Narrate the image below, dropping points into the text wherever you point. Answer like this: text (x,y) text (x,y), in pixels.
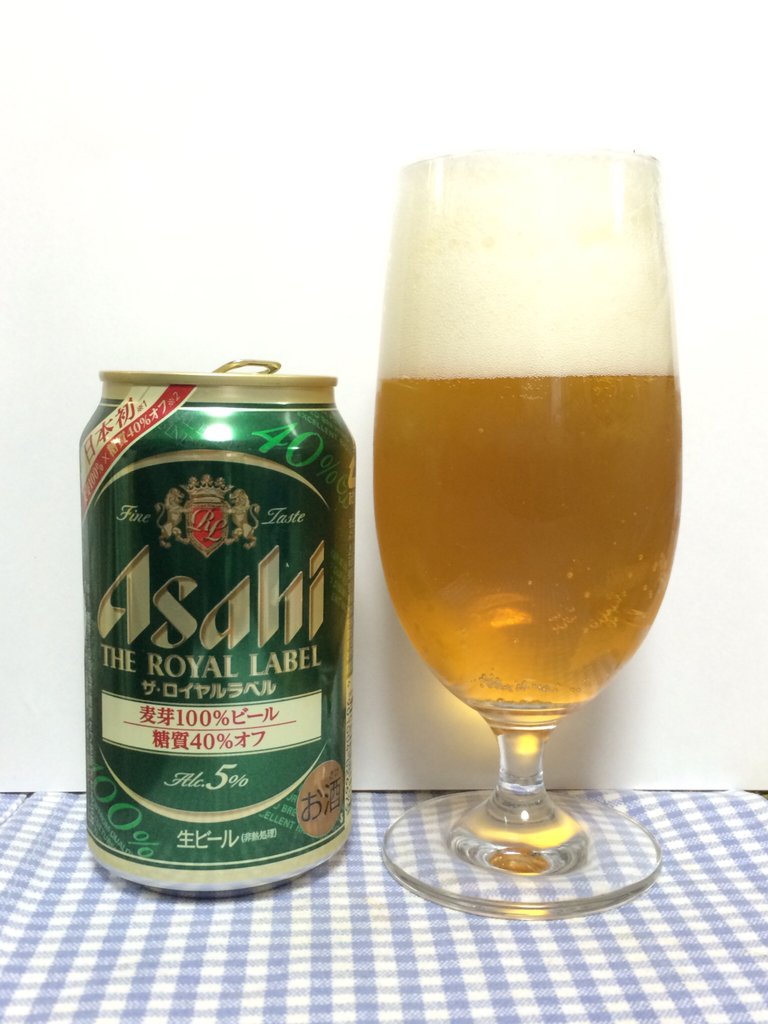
In this image there is a drink can (228,612). There is text (268,608) on the drink can (187,675). Beside the drink can (277,436) there is a wine glass (521,310). There is drink (527,561) in the wine glass (502,507). Below them there is a cloth (313,966). Behind them there is a wall (251,248).
